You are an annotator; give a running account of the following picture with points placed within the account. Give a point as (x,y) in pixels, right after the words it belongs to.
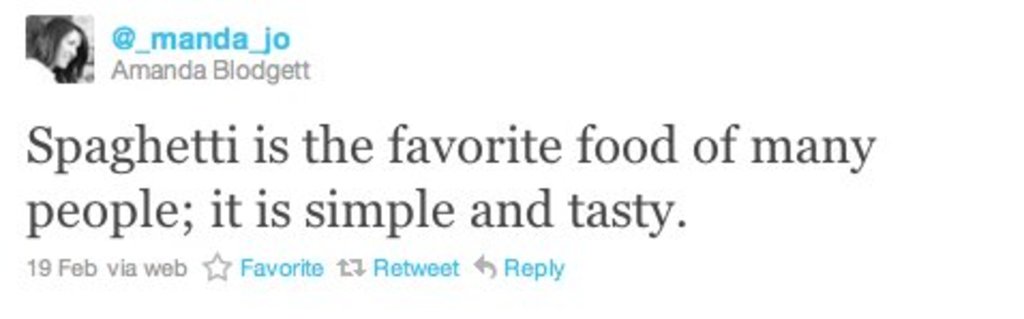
In this image we can see a photo (79,55) of a person (84,51). There is some text (469,222) in the image. There is a white background (755,193) in the image.
